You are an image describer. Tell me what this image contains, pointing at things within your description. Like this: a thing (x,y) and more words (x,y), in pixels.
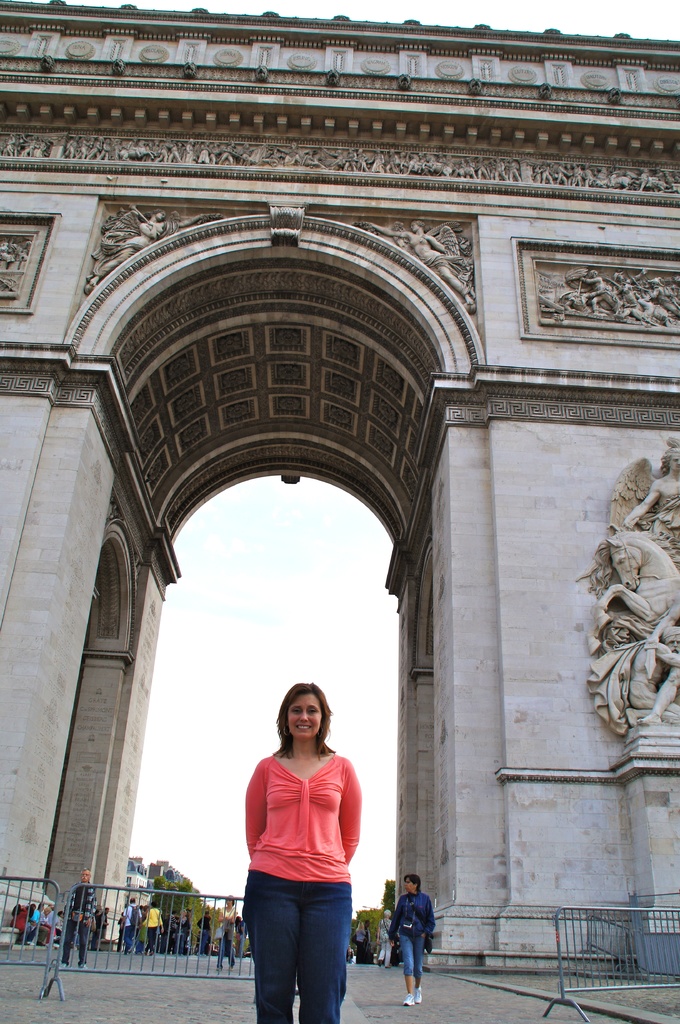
There is a lady (330,830) standing in front of an entrance (457,371). In the back (98,944) there are barricades (642,940). Also there are many people (127,933). On the entrance (520,569) there are sculptures (306,167). In the background (243,553) there is sky (209,552).
